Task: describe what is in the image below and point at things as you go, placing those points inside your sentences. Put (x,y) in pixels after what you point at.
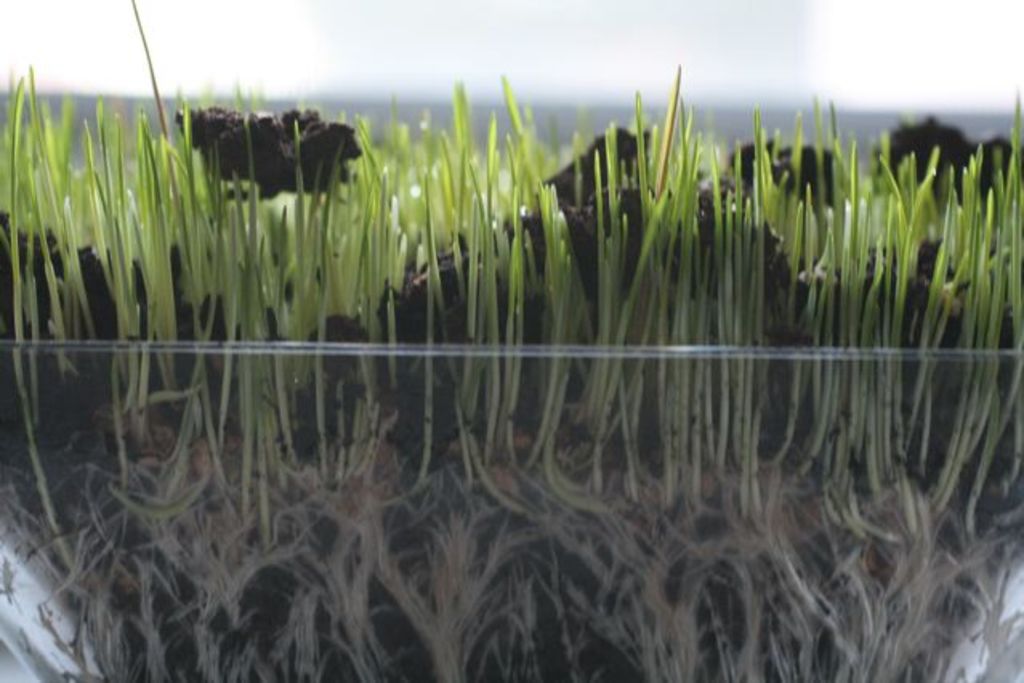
Here I can see a glass bowl (215,450) in which I can see some plants (555,277) and mud (577,242). On the top of the image (497,31) I can see the sky (382,43).
